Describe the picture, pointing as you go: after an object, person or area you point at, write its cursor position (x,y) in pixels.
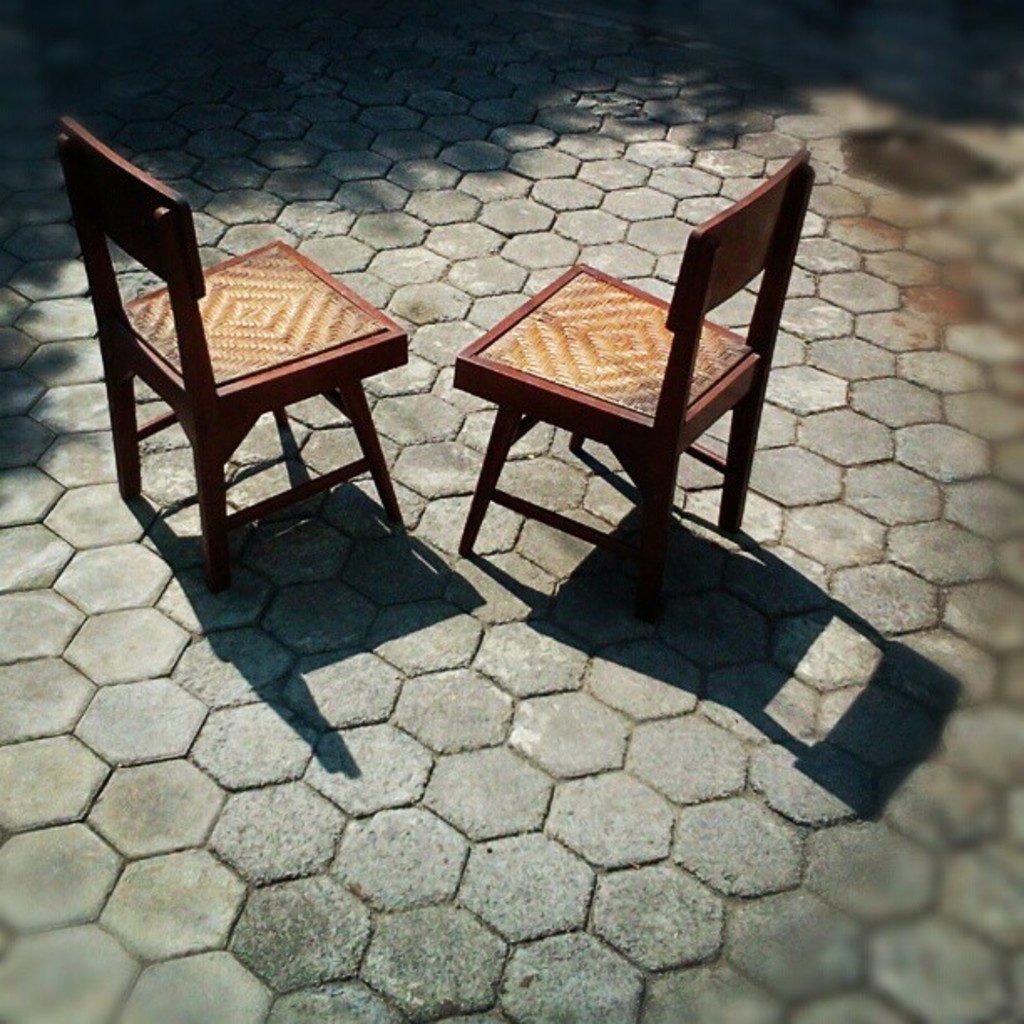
In this image I can see the two chairs (485,388) on the road (289,605). These chairs (355,340) are in brown color and the road (388,742) is in ash color.
